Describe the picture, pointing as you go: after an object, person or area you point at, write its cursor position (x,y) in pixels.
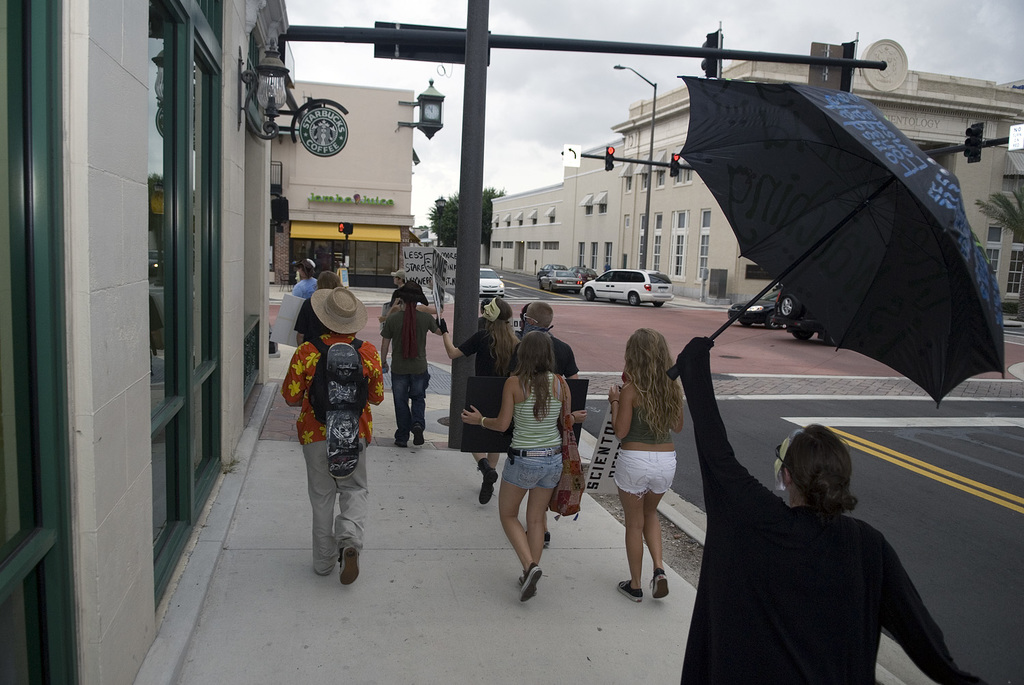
In this image, we can see people (298,359) walking through the walkway (392,449). Few people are holding some objects (447,281). On the side of the image, we can see a road (747,345) and a person (781,532) holding an umbrella (736,313). On the left side of the image (165,383), we can see walls (224,425), glass objects (156,380), board (325,122) and light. In the middle of the image (462,261), we can see a pole (471,226) with traffic signals (701,68). In the background (742,274), there are buildings (387,240), walls (618,264), vehicles (605,275), people (391,305), trees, roads (573,296), poles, traffic signals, street light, clock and the cloudy sky (525,91).
